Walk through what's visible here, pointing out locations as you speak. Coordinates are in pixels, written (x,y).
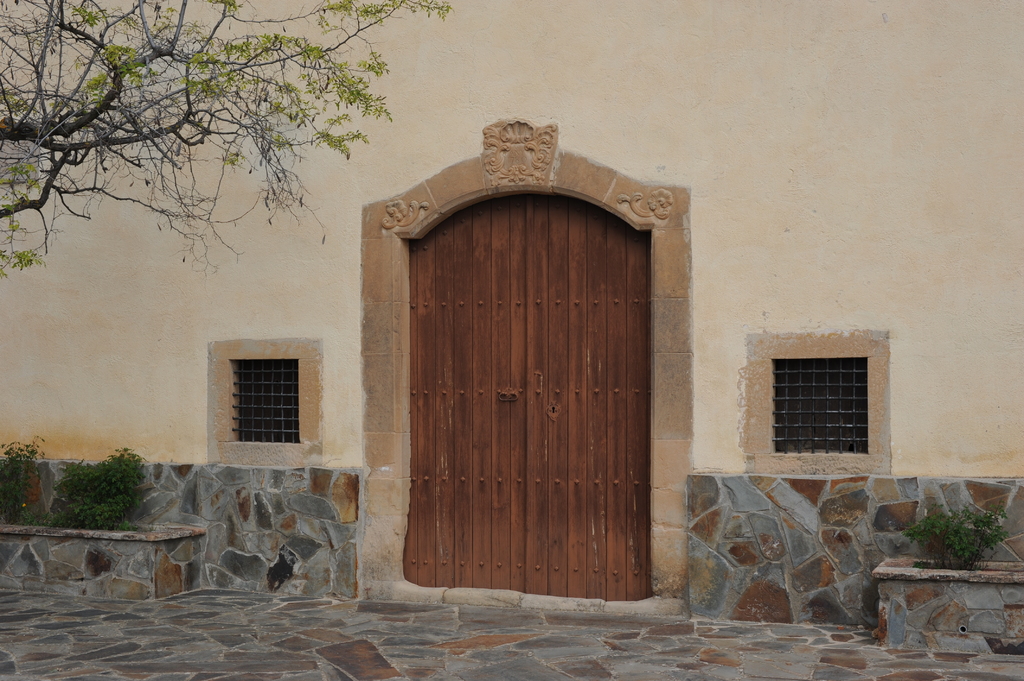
In this image in the center (391,439) there is one building (343,432) and door (568,415) and two windows (779,424). At the bottom (258,620) there is a floor (842,636) and on the right side (973,560) and left side (112,497) there are some plants (92,489), on the left side (92,139) there is one tree (74,149).
